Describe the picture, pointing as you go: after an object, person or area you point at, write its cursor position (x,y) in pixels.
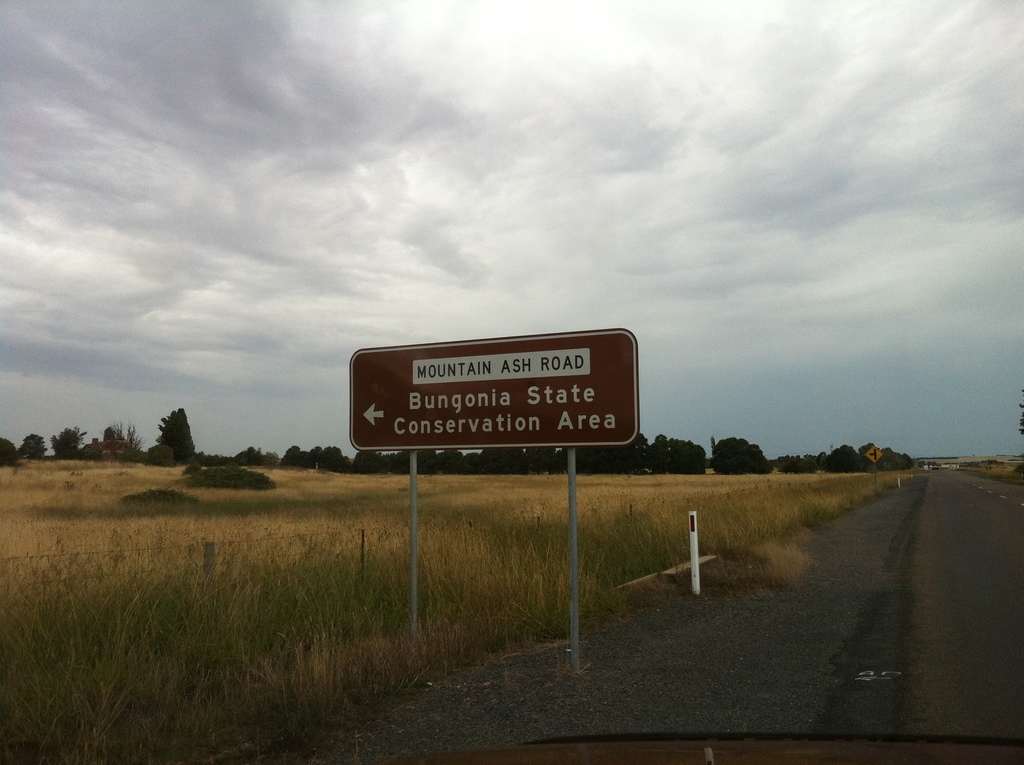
In this image there is the sky (553,188) towards the top of the image (567,164), there are trees (125,434), there is grass (320,546) towards the left of the image (167,592), there is a board (557,436), there is text (477,394) on the board (435,387), there is road (947,580) towards the right of the image (991,530), there is an object (590,743) towards the bottom of the image (843,747).
